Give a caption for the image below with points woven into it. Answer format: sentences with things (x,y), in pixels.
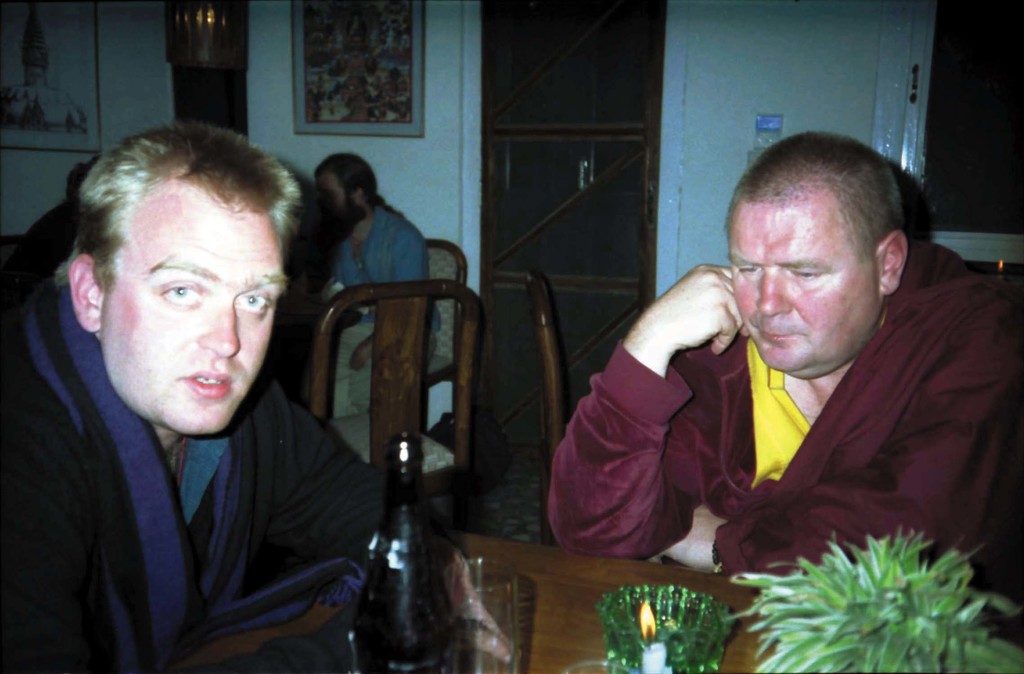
In this image we can see two persons (824,320) sitting in front of the table (579,577) and on the table (716,577) we can see a bottle (405,547), glass (486,585), bowl (632,661), plant (788,613) and a candle (644,635) with the flame (651,624). In the background (551,215) we can see the door (547,122), window (936,87), frames (372,117) attached to the wall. We can also see the empty chair (411,373) and also persons (358,245) sitting on the chairs (449,310).
